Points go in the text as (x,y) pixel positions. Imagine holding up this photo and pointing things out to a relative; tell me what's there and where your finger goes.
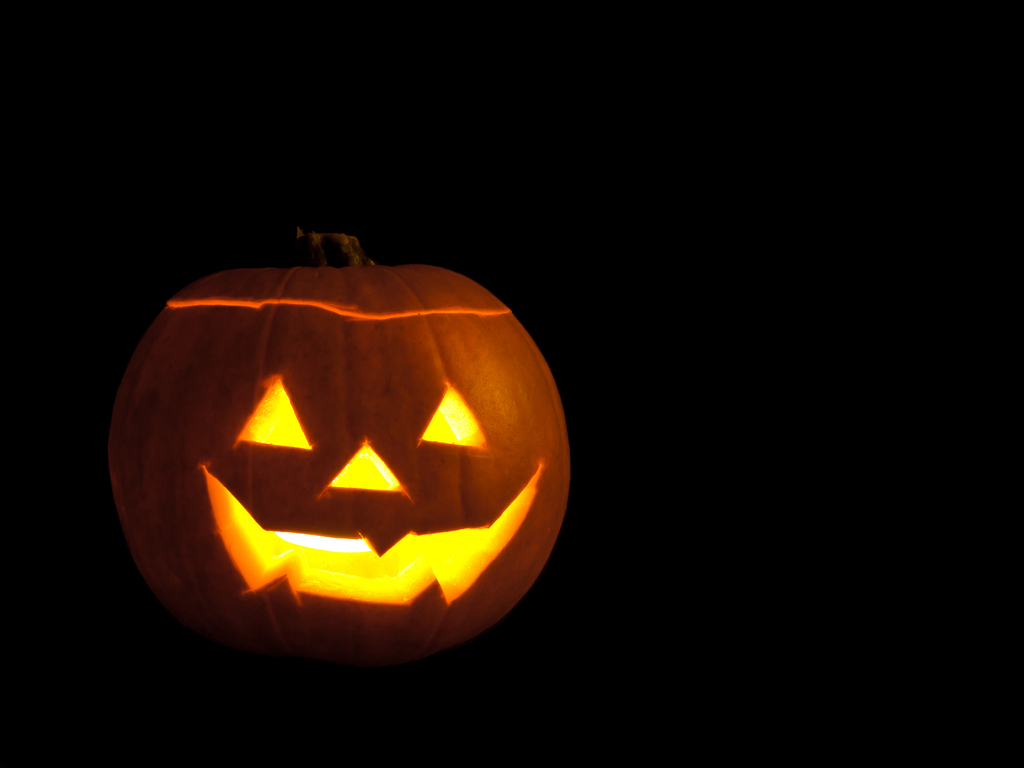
In this picture, we can see a pumpkin (238,340) with some design (235,555) on it, and we can see the dark background (597,20).
